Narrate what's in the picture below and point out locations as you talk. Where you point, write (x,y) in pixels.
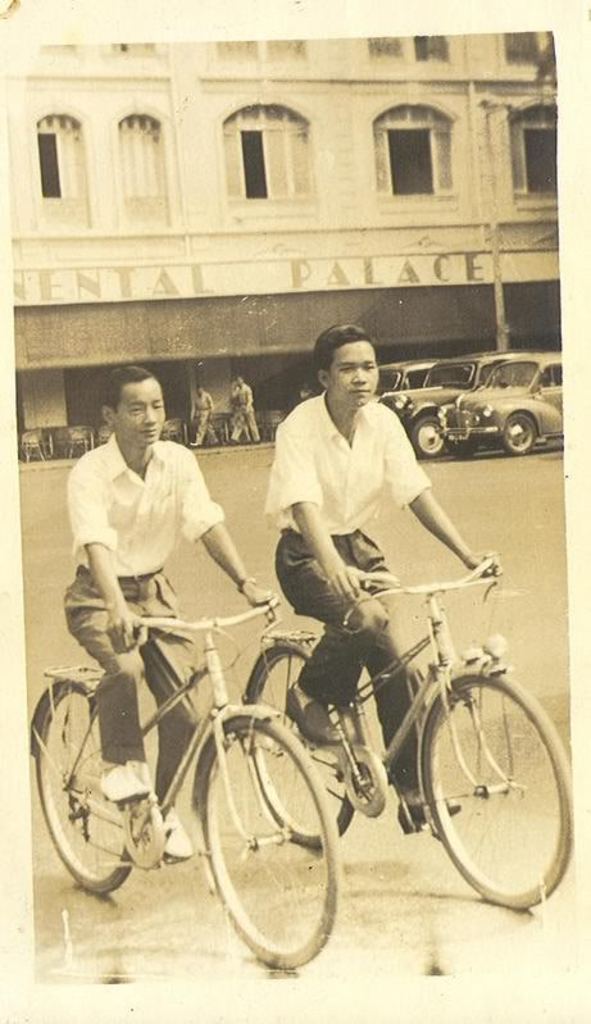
The two persons (296,509) are riding a bicycle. In the back side (253,437) we have a remaining people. They are walking. We can see the background (303,302) there is a building (505,119), tree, pole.
